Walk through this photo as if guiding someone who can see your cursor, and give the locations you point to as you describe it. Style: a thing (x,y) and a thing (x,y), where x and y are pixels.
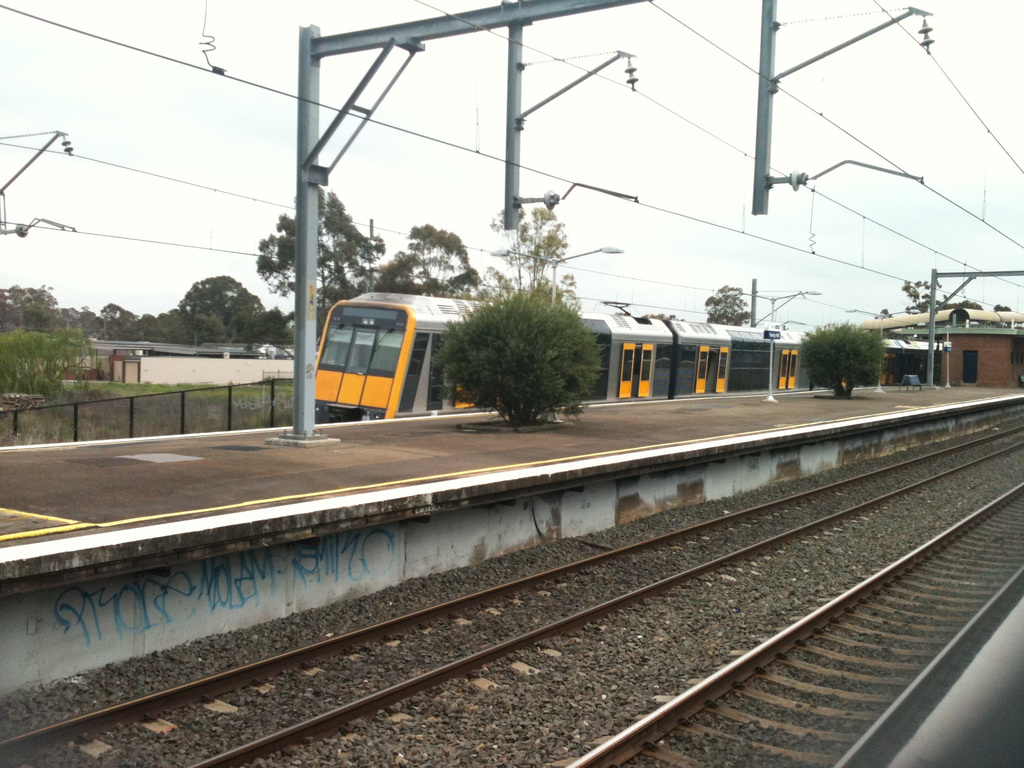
In this image there is the sky (652,83) towards the top of the image (102,18), there are poles (371,275), there are wires (692,289), there are trees (240,289), there is a fence (122,427) towards the left of the image (126,402), there are plants (467,395), there is a board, there is text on the board (772,332), there is a wall (987,344), there is a train (648,350), there is a railway track (815,662) towards the bottom of the image (718,694), there is an object (995,693) towards the bottom of the image (968,709).
